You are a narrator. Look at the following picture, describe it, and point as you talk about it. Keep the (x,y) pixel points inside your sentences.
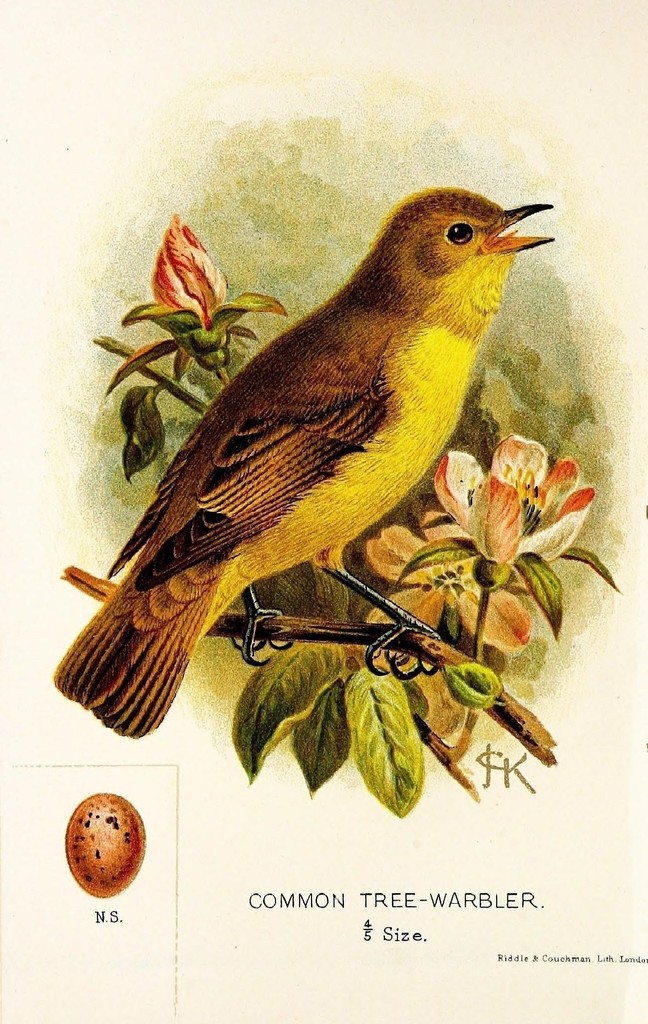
As we can see in the image there is a paper (494,433). On paper (535,407) there is painting (465,399) of bird (387,441), tree branch (528,733) and flowers (422,546).
